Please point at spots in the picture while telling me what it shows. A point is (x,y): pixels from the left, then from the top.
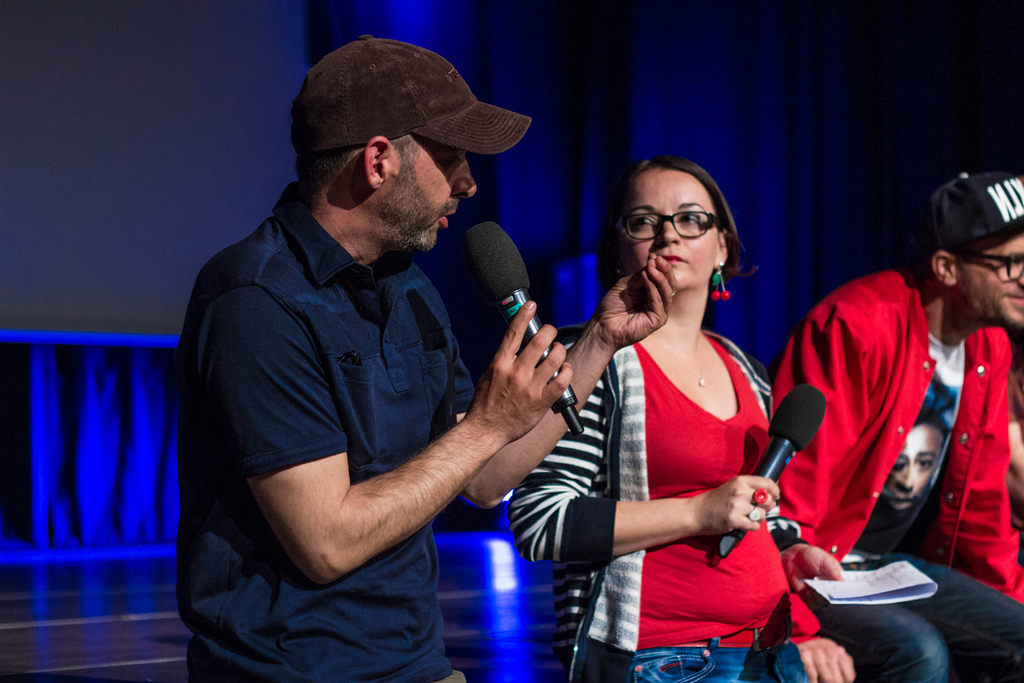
Here three people (306,106) are on stage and a woman (729,261) in middle (592,428), two of them are having microphones (532,320) in their hand (504,373) and a man (831,394) is holding a paper (897,586) in his hand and here this guy (243,274) is wearing cap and speaking something in microphone (504,287).
